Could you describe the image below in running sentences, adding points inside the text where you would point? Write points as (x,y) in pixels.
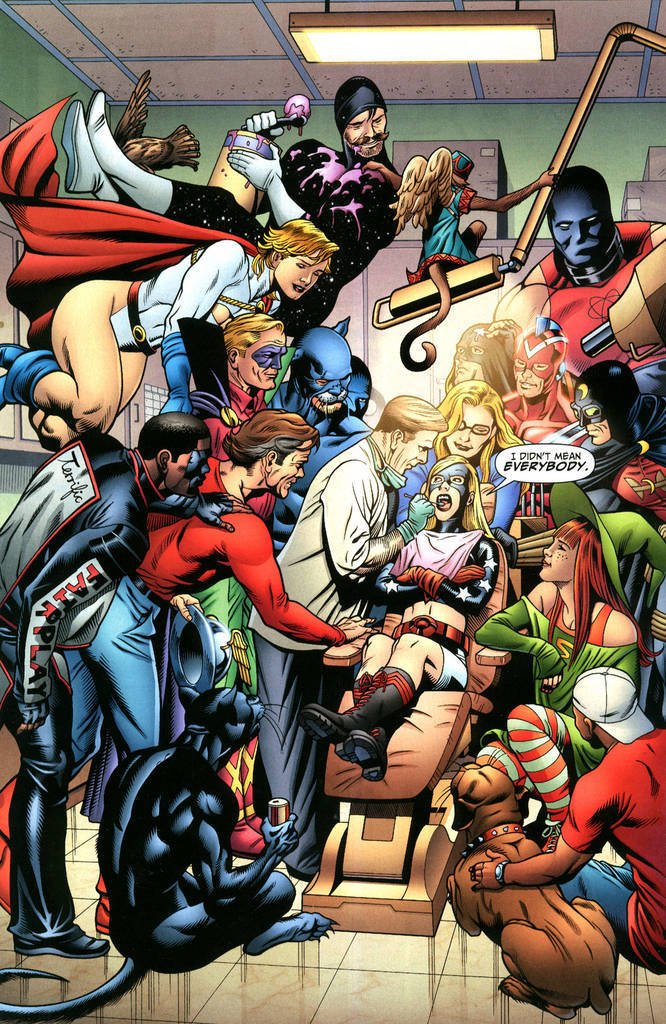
This is an animated image. In this image I can see many people (290,859) and the animals (269,874). In the background (315,138) I can see the wall (327,136) and I can see the light (462,32) at the top (510,47).
